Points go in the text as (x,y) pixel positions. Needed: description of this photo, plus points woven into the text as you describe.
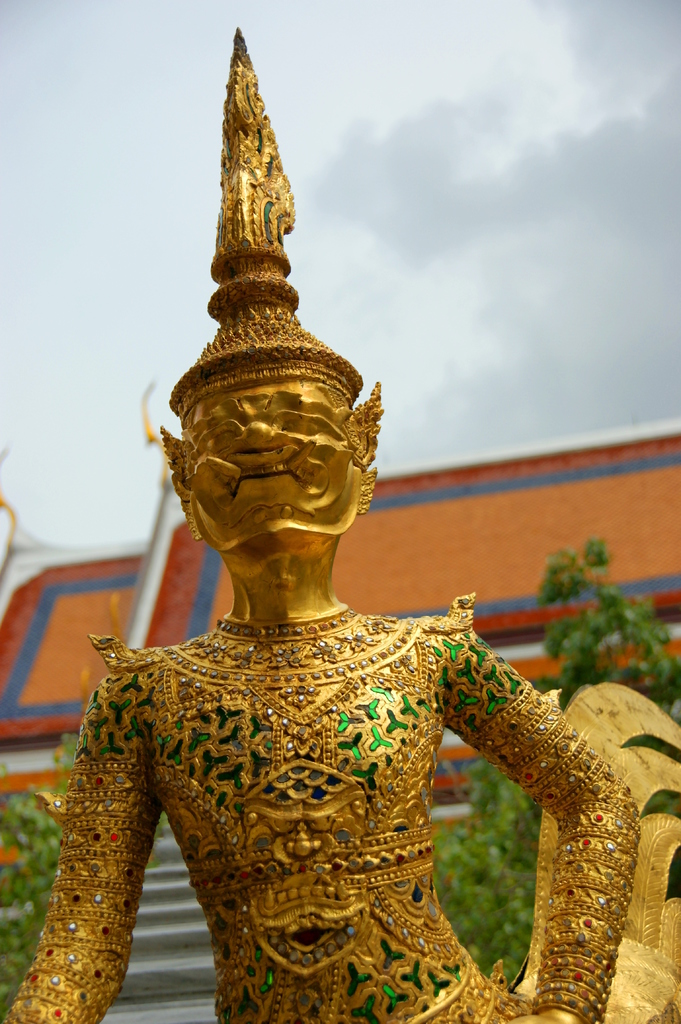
In this picture I can see a sculpture (272,447) of a person (291,472), there are trees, it looks like a building (471,485), and in the background (509,206) there is sky (329,242).
